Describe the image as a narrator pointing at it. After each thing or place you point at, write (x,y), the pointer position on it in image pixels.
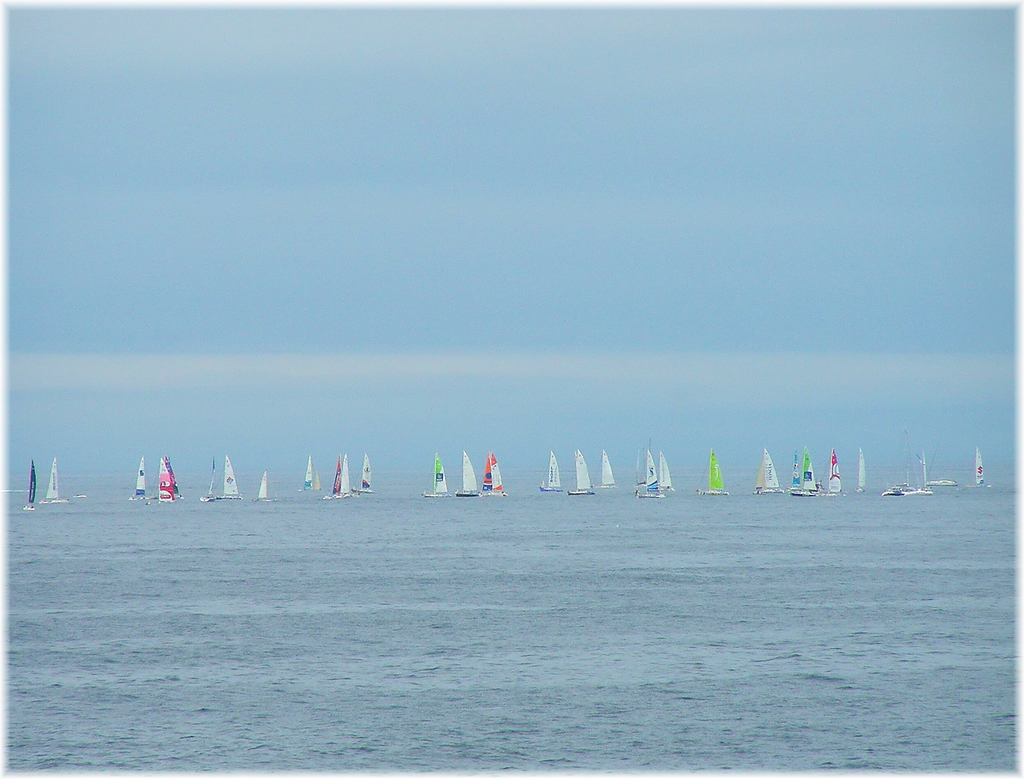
In the image there are many ships (662,475) sailing on the sea (714,520) and every ship (54,482) is having its own mast (212,484).
